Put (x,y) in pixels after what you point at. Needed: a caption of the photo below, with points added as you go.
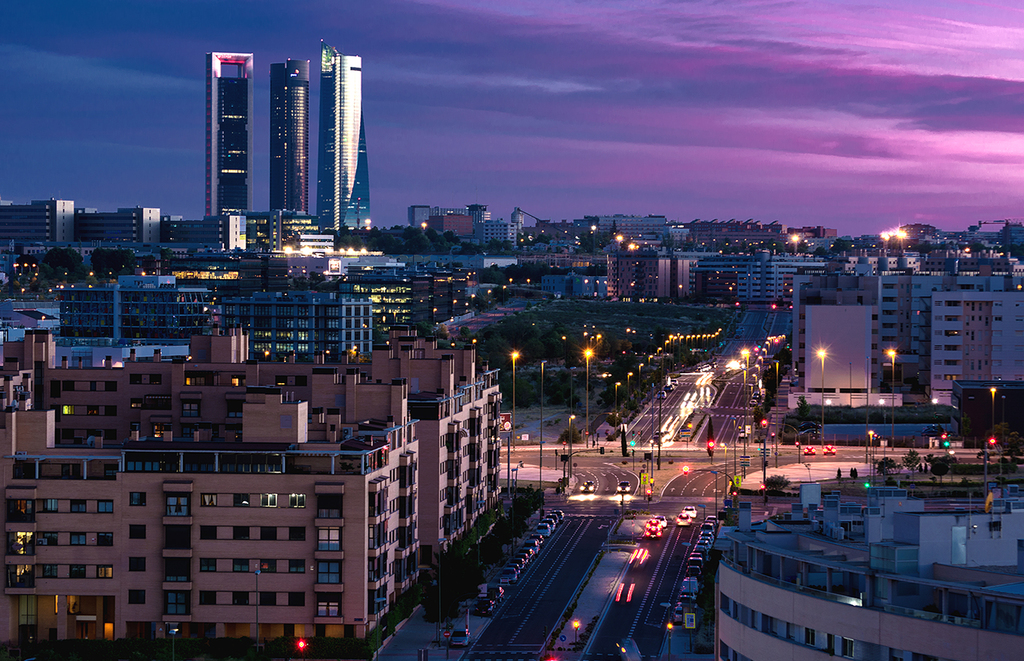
In the center of the image (663,410) there is a road (564,517) and we can see cars (639,561) on the road (651,568). There are poles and we can see buildings (363,309). At the top (469,111) there is sky (469,111).
